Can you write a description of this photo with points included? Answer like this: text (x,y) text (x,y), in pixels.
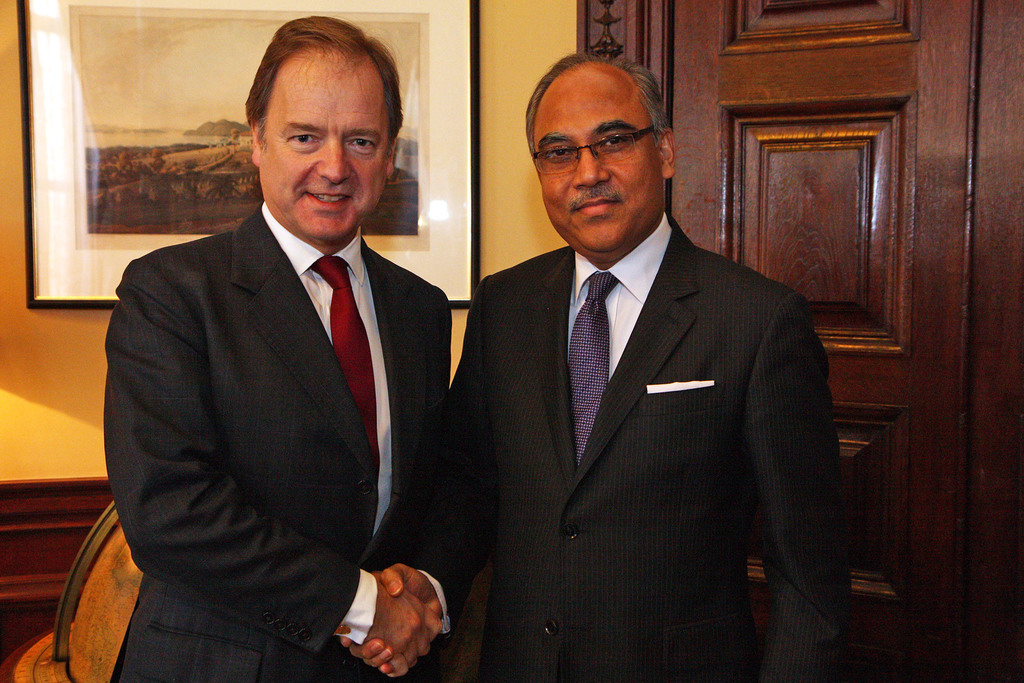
This image consists of two persons (490,414). They are wearing blazers (159,441) and tie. There is a door (838,402) on the right side (861,371). There is a photo frame (245,152) at the top (261,201).
